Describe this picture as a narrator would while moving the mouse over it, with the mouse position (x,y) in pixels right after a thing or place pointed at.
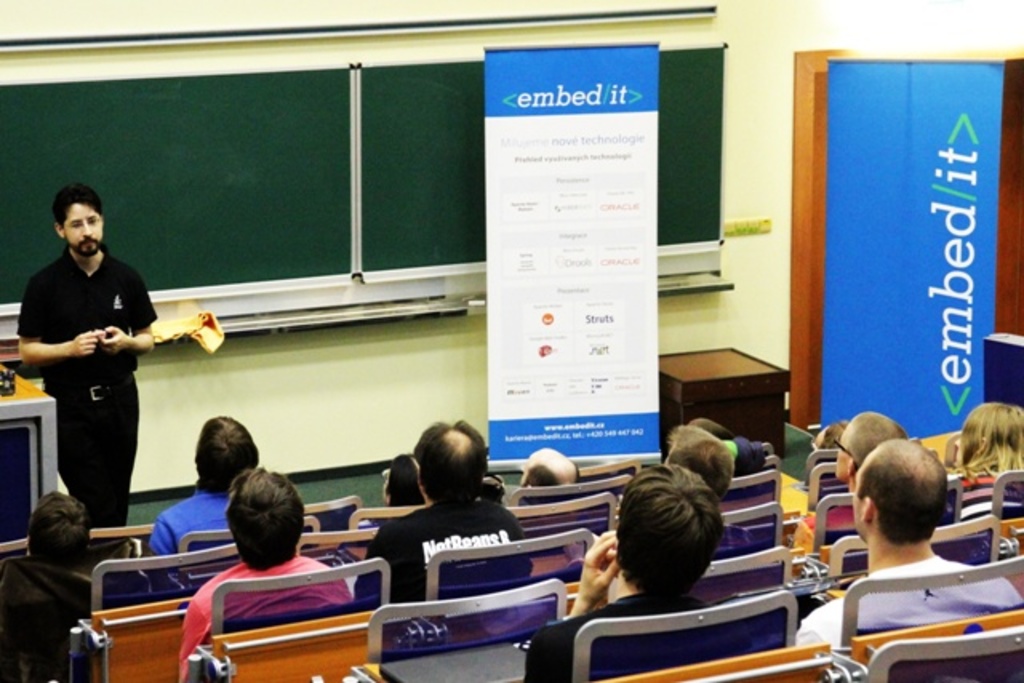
In this image I can see on the left side (84,342) a man (97,389) is standing. He wore black color dress (129,428), in the middle (567,267) there is the board (424,133). On the right side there is a banner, at the bottom (928,461) few people (602,582) are sitting and looking at the board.
